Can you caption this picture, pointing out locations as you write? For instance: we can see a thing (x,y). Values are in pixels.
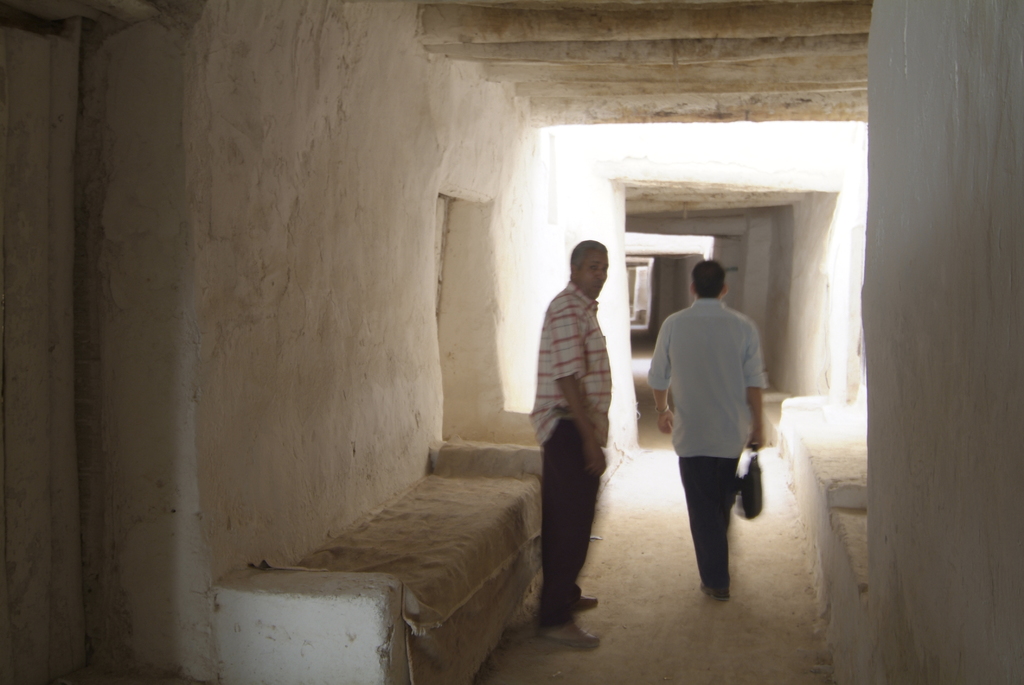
In the middle of the image (666,338) a person (663,355) is walking. Beside him a person (568,437) is standing. At the top of the image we can see a roof (471,16). On the left side of the image (290,95) we can see a wall (340,143). On the right side of the image (844,209) we can see a wall (984,614).
